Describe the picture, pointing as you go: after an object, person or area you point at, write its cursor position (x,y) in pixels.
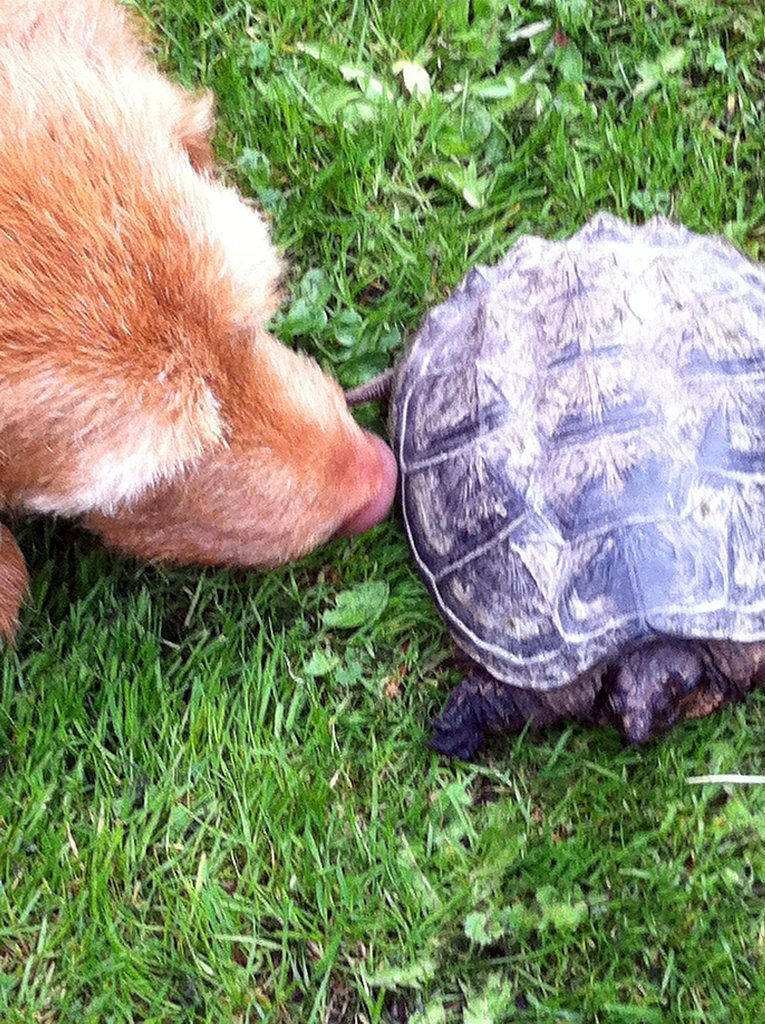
In this image there is a tortoise (647,536) and an animal (58,361) on the grassland (497,933) having plants (380,981).
